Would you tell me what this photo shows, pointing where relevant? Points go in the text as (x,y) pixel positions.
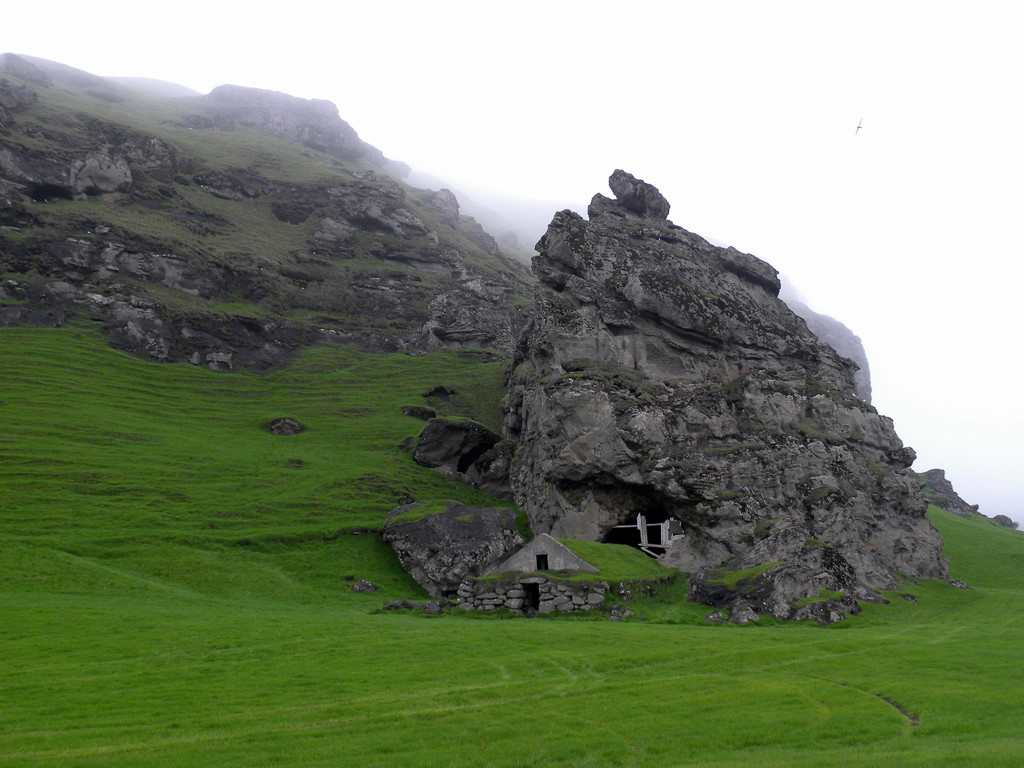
This picture might be taken outside of the city. In this image, in the middle (680,417), we can see some rocks (743,552) and a cave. On the left side (220,270), we can also see some rocks (327,285). In the background (525,62), we can also see white color, at the bottom (592,577) there is a grass (660,664).
